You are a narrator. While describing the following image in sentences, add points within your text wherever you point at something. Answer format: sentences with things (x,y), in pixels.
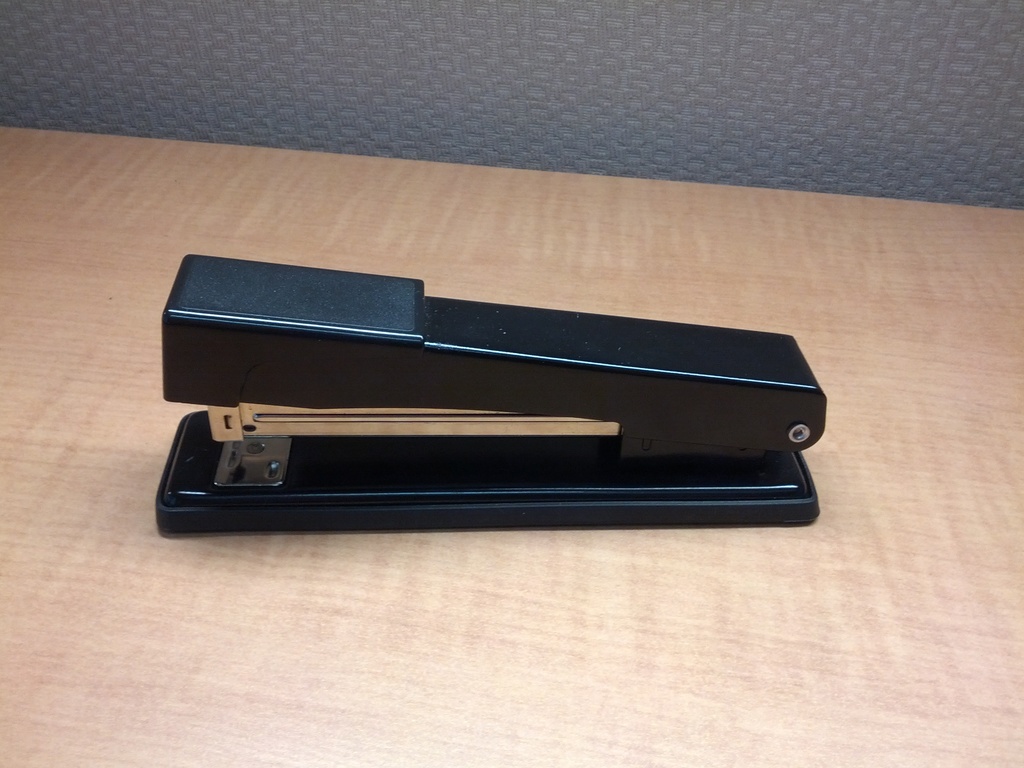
This image is taken indoors. In the background (394,63) there is a wall (445,90). At the bottom of the image (500,636) there is a table (69,169) with a stapler (530,433) on it.
